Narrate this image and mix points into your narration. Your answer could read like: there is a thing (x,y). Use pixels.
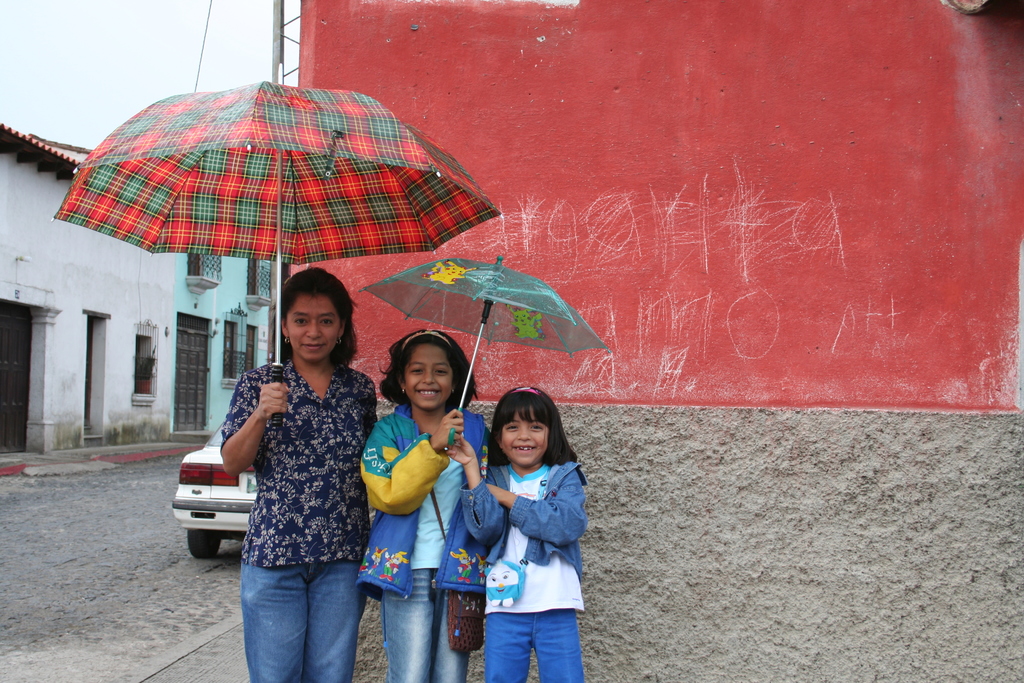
In this image we can see a few people (395,510) standing and holding an umbrella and there is a wall (689,488) in the background (794,530). We can see two houses (137,373) on the left side (19,390) and there is a car (207,536) on the road (18,650).
